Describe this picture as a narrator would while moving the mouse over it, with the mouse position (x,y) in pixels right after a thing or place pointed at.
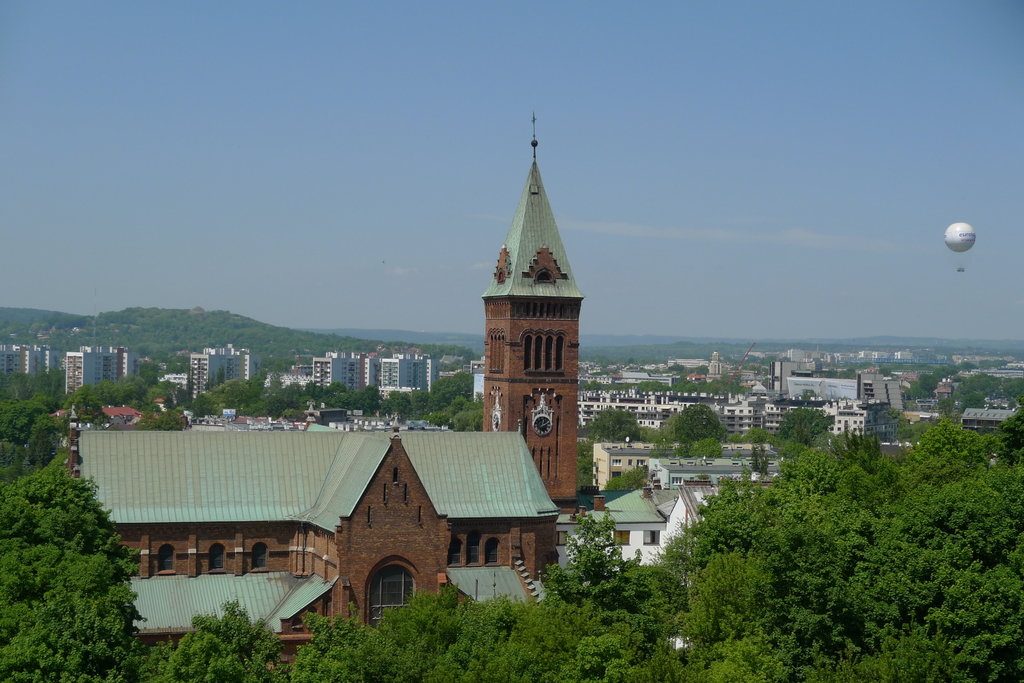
In this picture we can see trees (57,580), buildings (532,404), mountains (420,332) and a balloon (966,229) in the air (923,268) and in the background (555,124) we can see the sky (469,120).
